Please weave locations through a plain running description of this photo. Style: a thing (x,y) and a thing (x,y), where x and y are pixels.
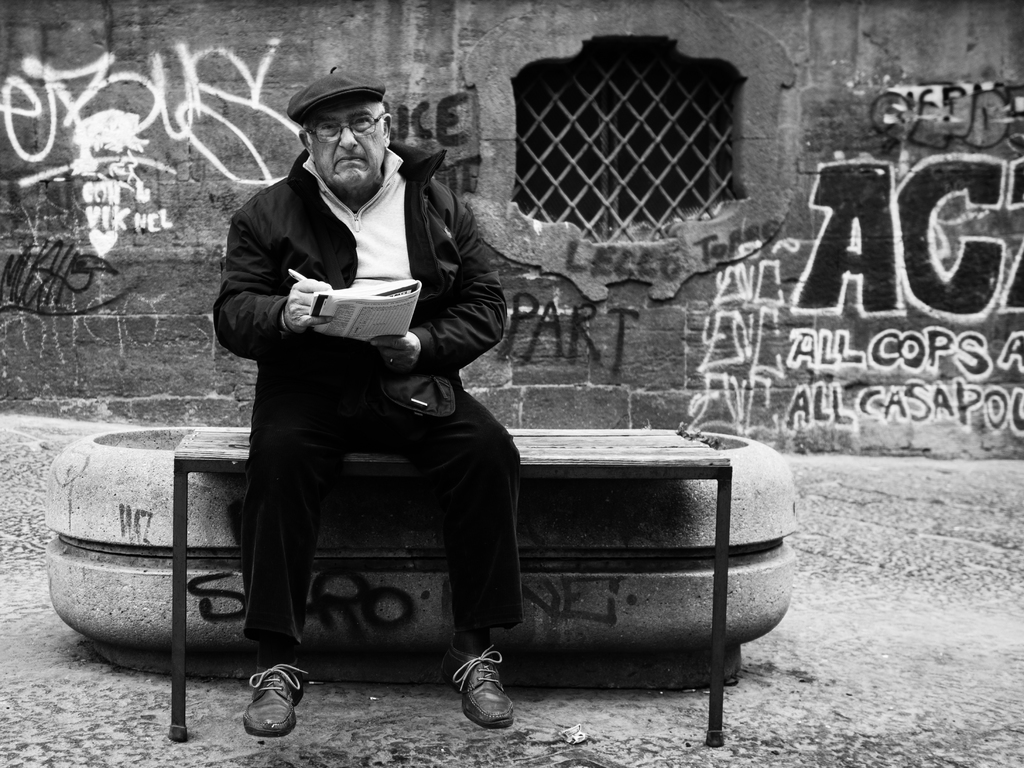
This is a black and white image. We can see a person (361,77) wearing a cap (361,77) is holding an object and sitting. We can see a bench (725,516). We can see the ground (797,679) with an object (756,578). We can see the wall (516,259) with some text (971,348). We can also see a window (591,124) with grill (584,177).
